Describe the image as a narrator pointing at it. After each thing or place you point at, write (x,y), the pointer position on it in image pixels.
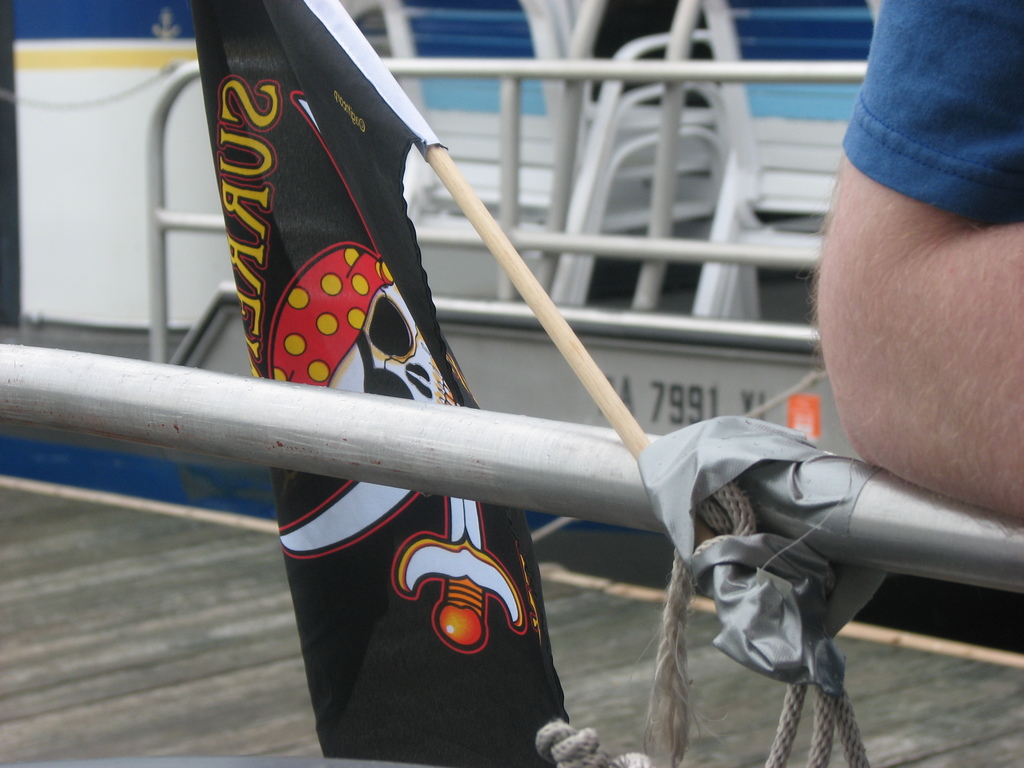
This image is taken outdoors. At the bottom of the image (141,698) there is a wooden platform (170,676). On the right side of the image (891,327) there is a person (960,304). In the middle of the image (428,443) there is an iron bar (377,441) and there is a flag (294,187) with an image (352,273) and text (274,149) on it. In the background (574,151) there are a few metal rods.
